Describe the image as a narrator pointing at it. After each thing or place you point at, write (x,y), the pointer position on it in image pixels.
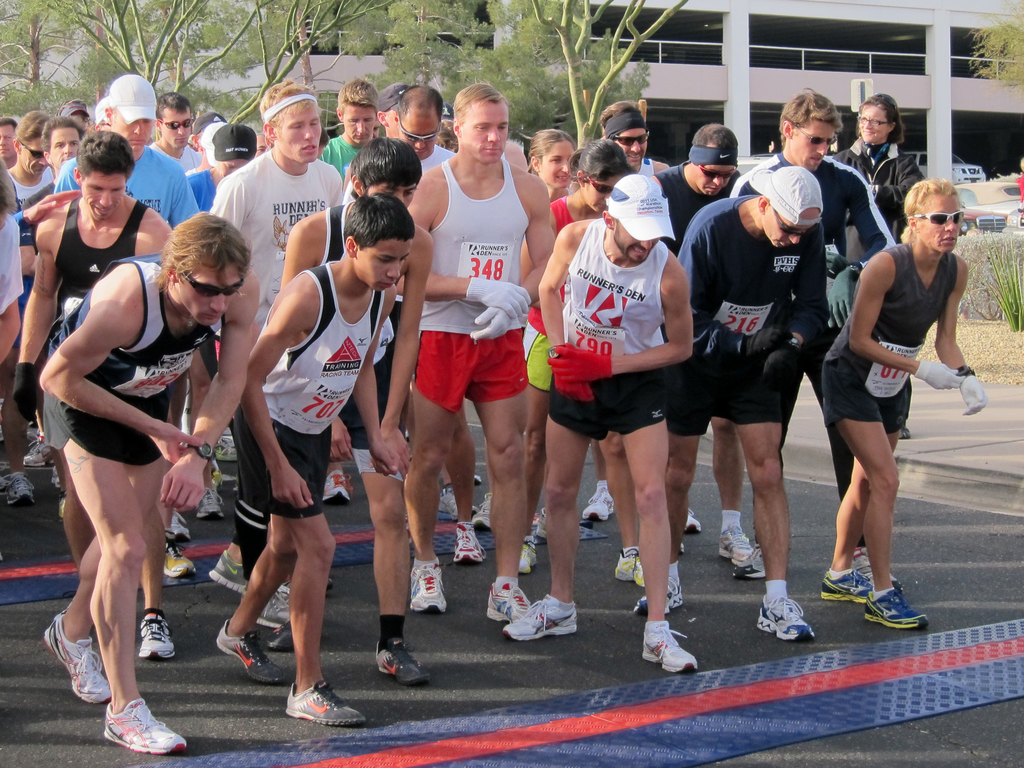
In the image we can see there are many people (439,325) wearing clothes (537,390), shorts (606,398) and shoes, and some of them are wearing a cap (254,156). This is a road (943,572), plant (1008,305), tree (456,44), building (895,50) and vehicles (955,185). These are the gloves (509,289) and wrist watch (209,452).
